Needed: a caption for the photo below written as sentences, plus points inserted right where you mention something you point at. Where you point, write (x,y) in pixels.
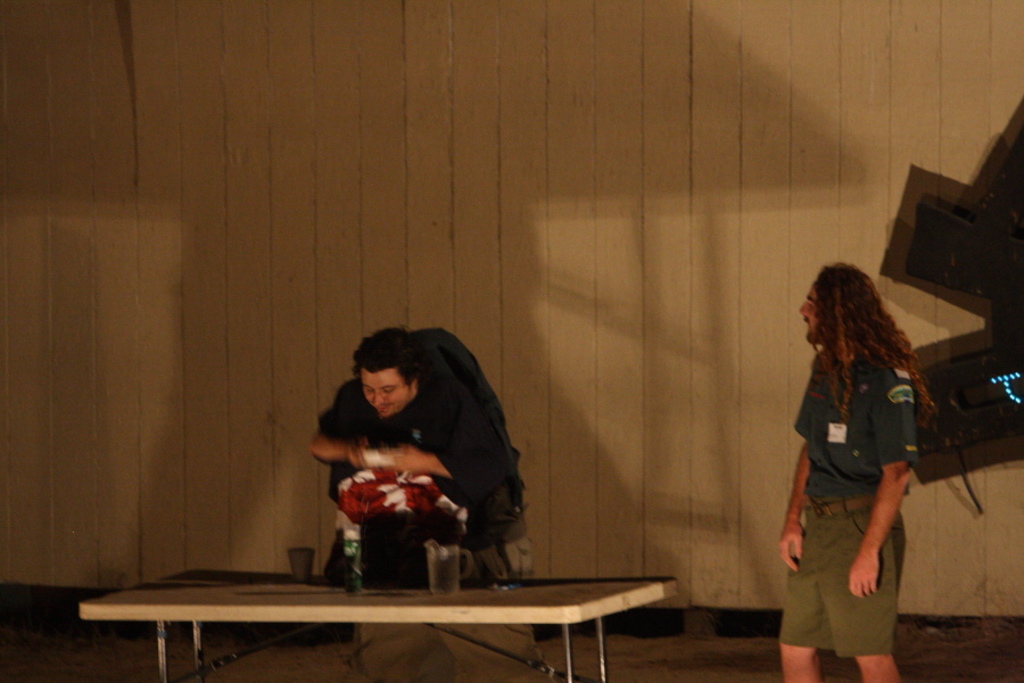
On the right side (906,359), there is a person (878,323) standing on a stage (901,681). Beside this person (794,667), there is a table (498,594) on which, there are glasses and an object (353,568). Beside this table (318,604), there is a person (420,435) bending. In the background (609,437), there is an object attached to the wall (646,65).
